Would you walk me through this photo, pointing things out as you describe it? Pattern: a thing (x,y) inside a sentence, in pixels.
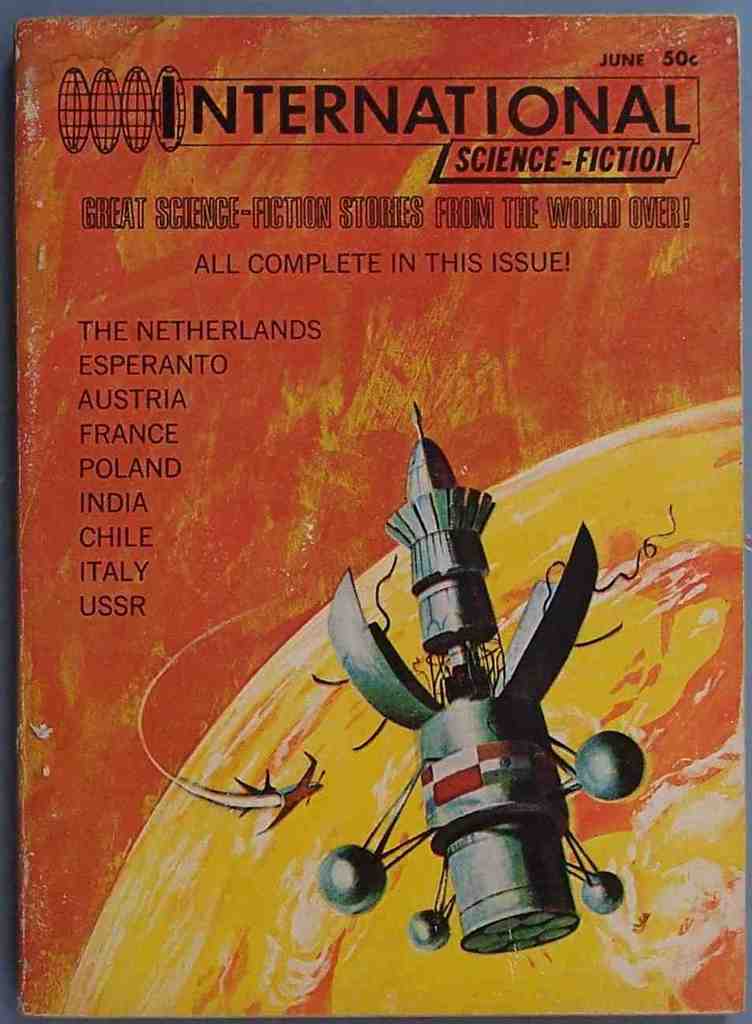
Picture of a book (657,588). Above this book (657,588) we can see an animated picture (411,553) of a rocket (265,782). Something written on this book (341,227).
